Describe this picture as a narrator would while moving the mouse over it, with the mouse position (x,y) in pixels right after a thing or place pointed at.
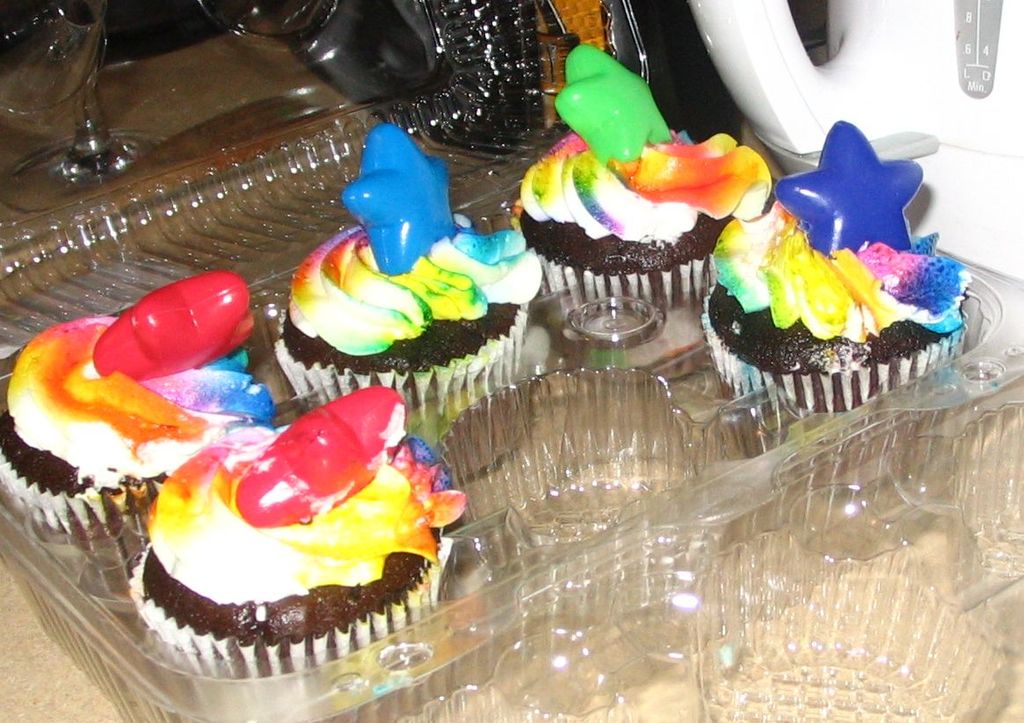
In this image there is food (331,385) in the plastic box (575,393) which is on the table (31,703) in the center (511,450). On the right side (793,128) there is a jar (917,78) which is white in colour. On the left side (72,74) there are glasses (236,34).
